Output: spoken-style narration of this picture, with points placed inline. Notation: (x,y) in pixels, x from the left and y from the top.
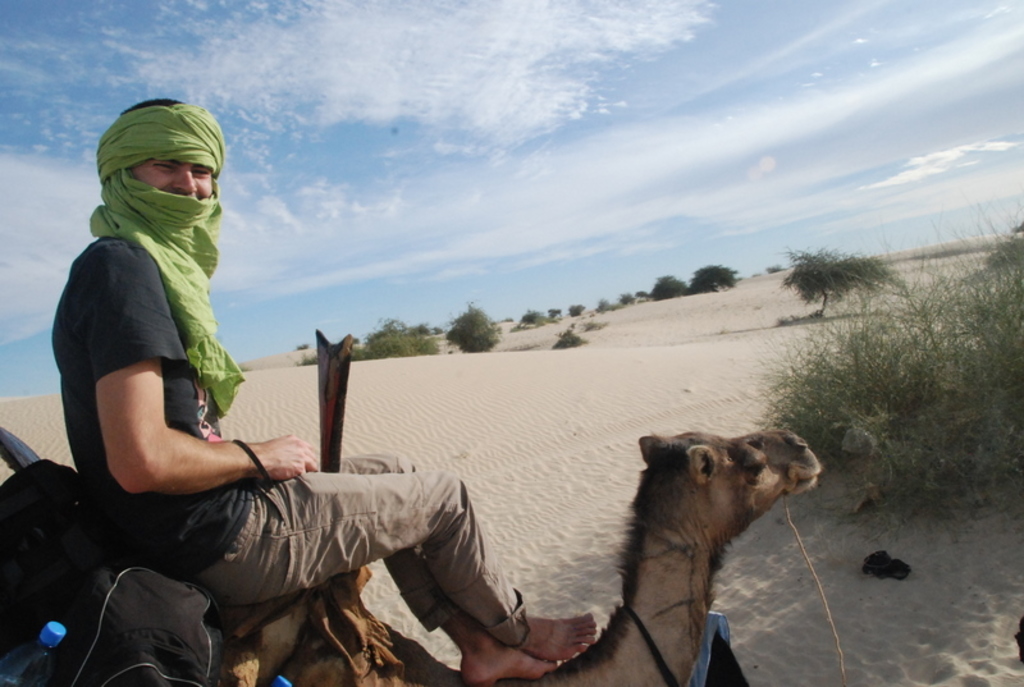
In this image there is one person (404,567) is riding on the camel (306,610) on the left side of this image (245,539) and there is a desert area (556,412) in middle of this image (549,391). There are some trees (971,422) as we can see in middle of this image (408,329) and on the right side of this image (881,363) as well. there is a sky (505,165) on the top of this image (492,185).
